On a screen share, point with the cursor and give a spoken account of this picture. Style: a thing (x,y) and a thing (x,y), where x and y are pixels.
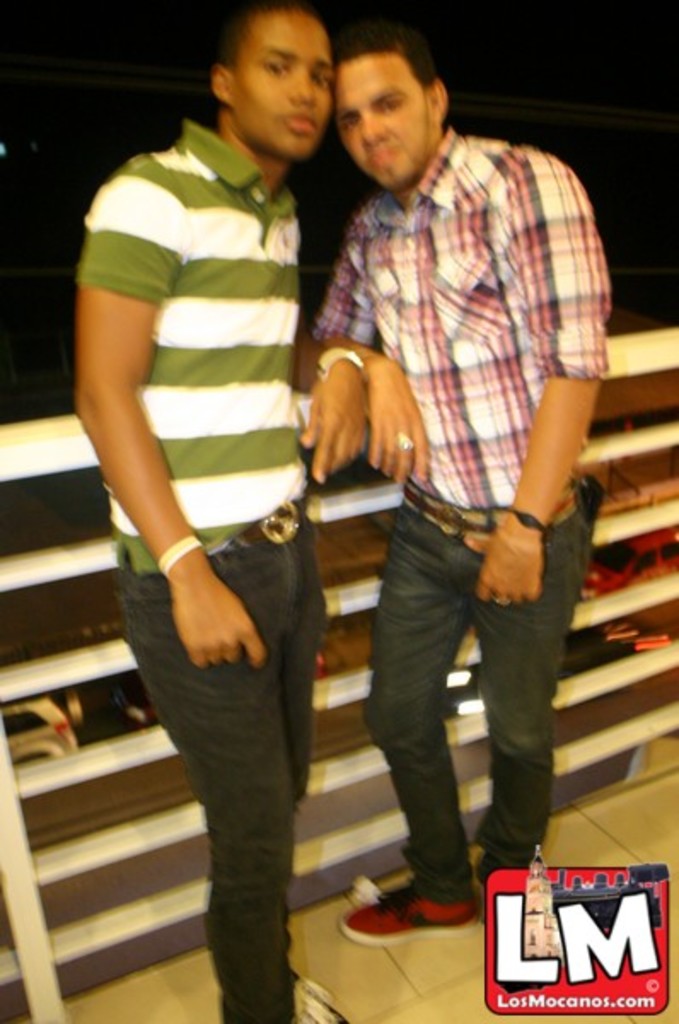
There are two men (243,350) standing, bottom right of the image (636,985) we can see logo (627,975). Background (40,715) it is dark and we can see vehicles (42,704) on surface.
